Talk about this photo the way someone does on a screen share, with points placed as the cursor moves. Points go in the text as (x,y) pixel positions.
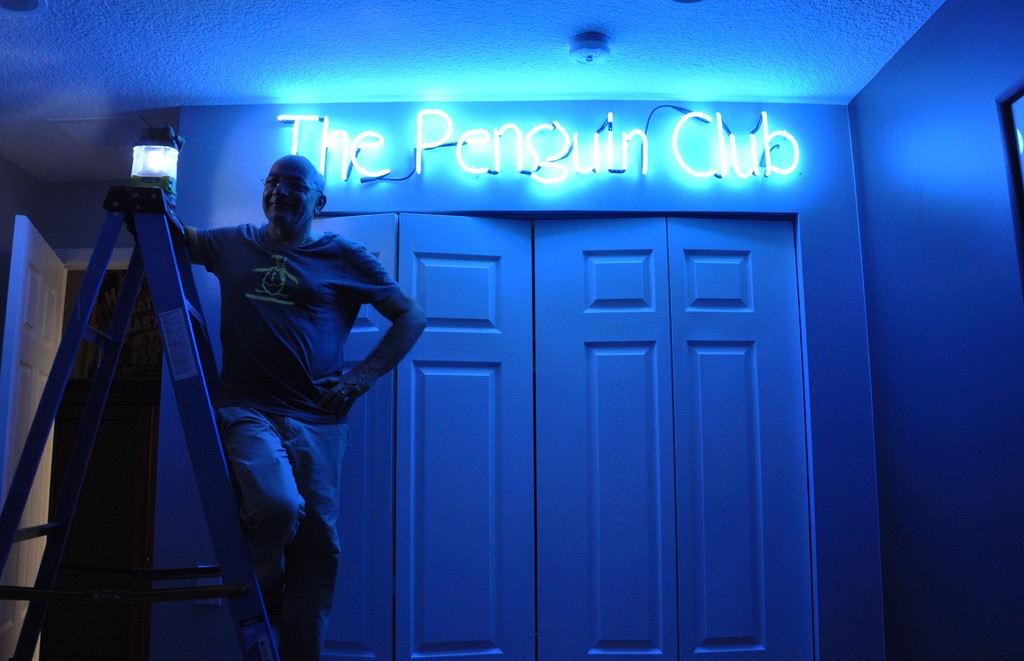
This is the picture of a room (468,498). In this image there is a man (261,548) standing on the ladder (262,604) and he is smiling and there is a light (170,176) on the ladder (97,330). At the back (36,400) there is a door (42,479). In the middle of the image (640,233) there is text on the wall (510,203) and there is a door (590,492). On the right side of the image (1010,149) it looks like a frame (1011,182) on the wall (1009,52).
